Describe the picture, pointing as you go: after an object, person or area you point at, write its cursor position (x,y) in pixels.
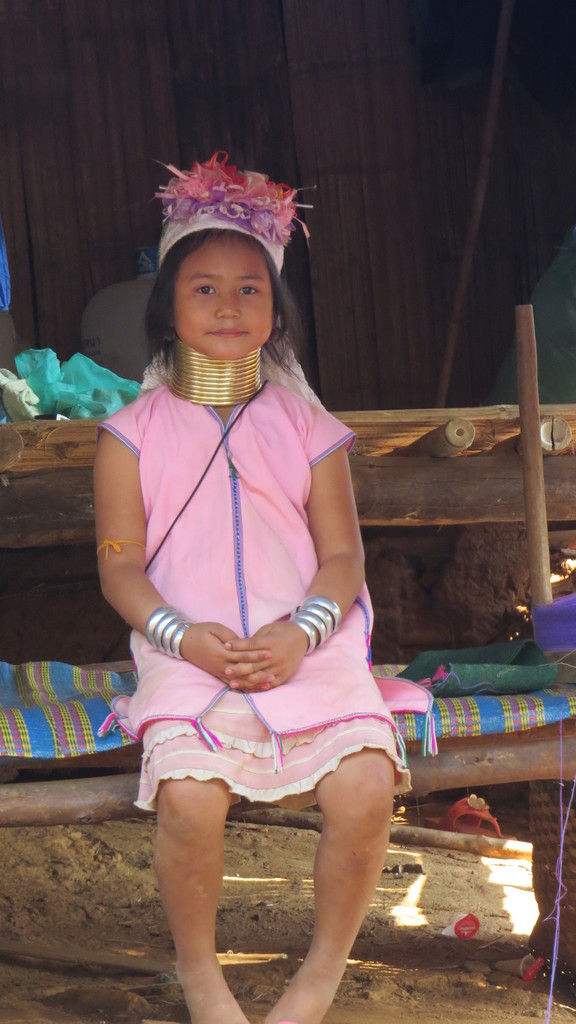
In this image we can see a girl (388,796) sitting on a wooden bed (461,745) and wearing objects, we can see a wooden wall (441,270) in the background (522,135).
